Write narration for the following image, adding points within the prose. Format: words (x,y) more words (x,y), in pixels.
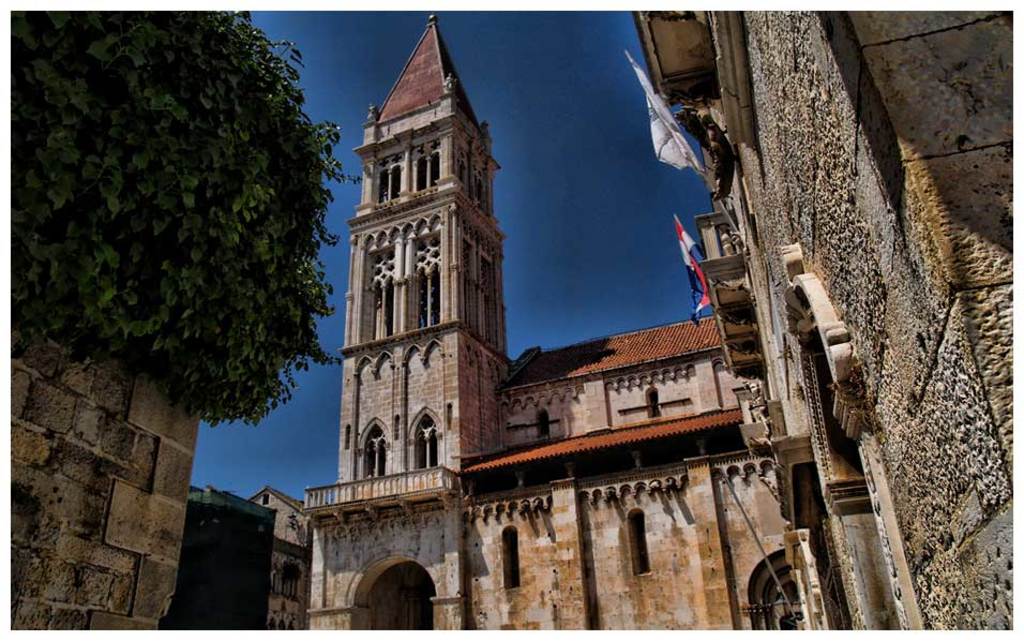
In this image, there are a few buildings (750,332). We can see a tree (313,233) on the left (322,308). We can see some flags (702,286) on one of the buildings (935,318). We can also see the sky (629,309) and a green colored object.
